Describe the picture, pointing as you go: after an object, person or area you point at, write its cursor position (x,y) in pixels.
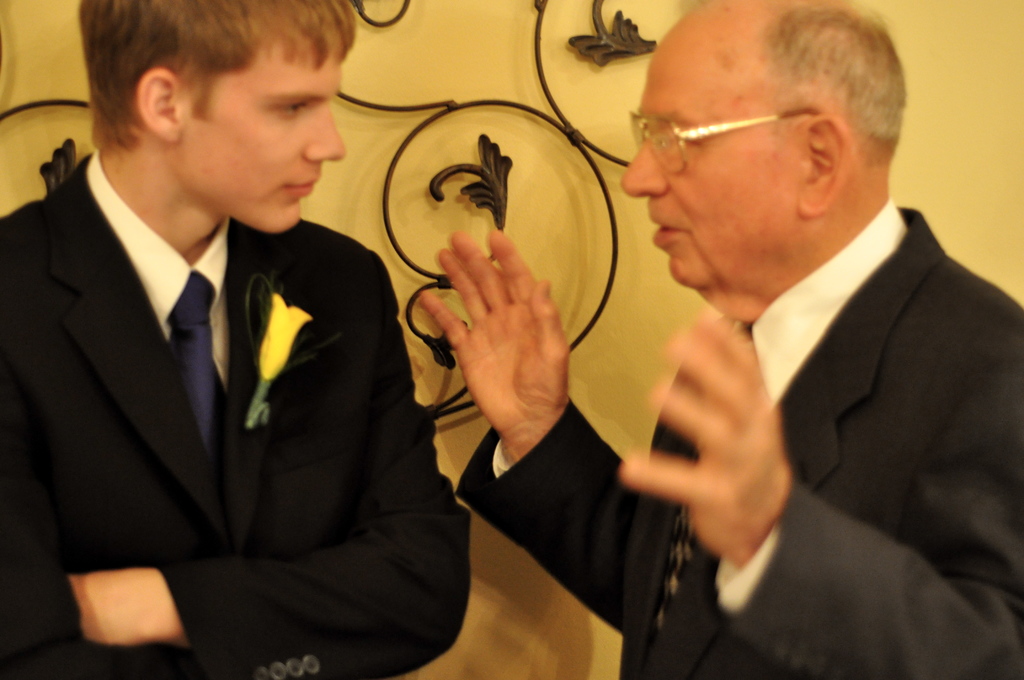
In this picture we can see two men (399,393) and the right side person (712,348) wore spectacles (670,165).
